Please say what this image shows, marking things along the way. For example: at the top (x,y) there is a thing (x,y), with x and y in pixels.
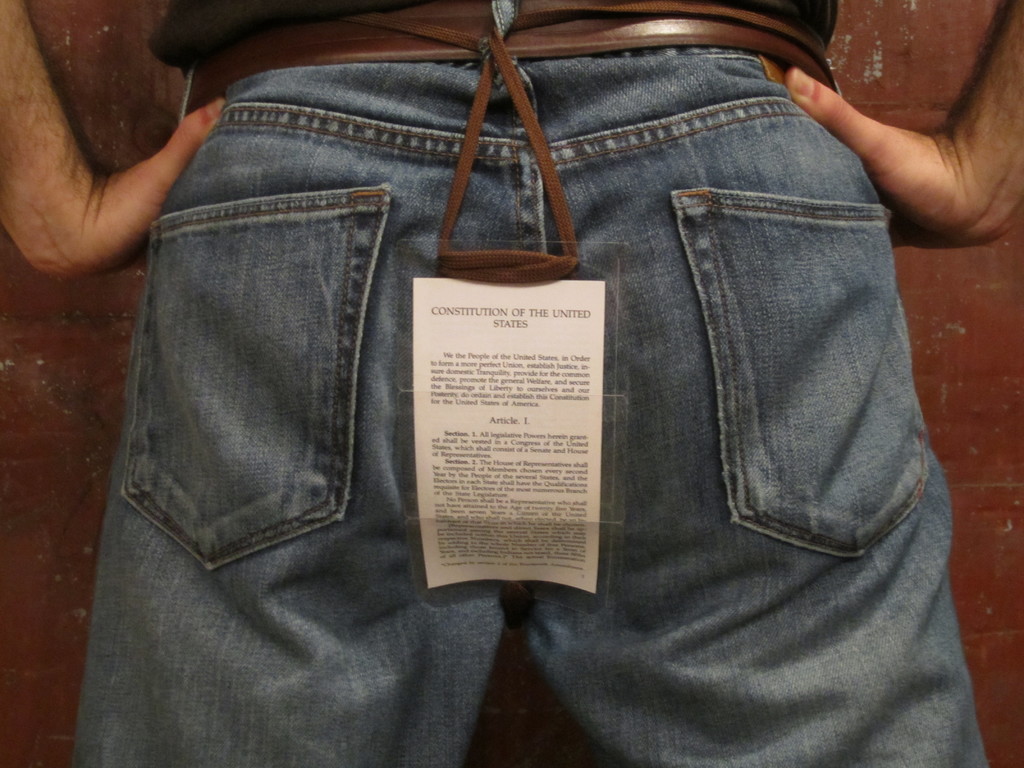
In the center of the image (570,353) we can see one banner (533,479) and one person (756,561) standing. On the banner (530,493), we can see some text (517,376). In the background (127,64) there is a wall (982,28) and a few other objects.
